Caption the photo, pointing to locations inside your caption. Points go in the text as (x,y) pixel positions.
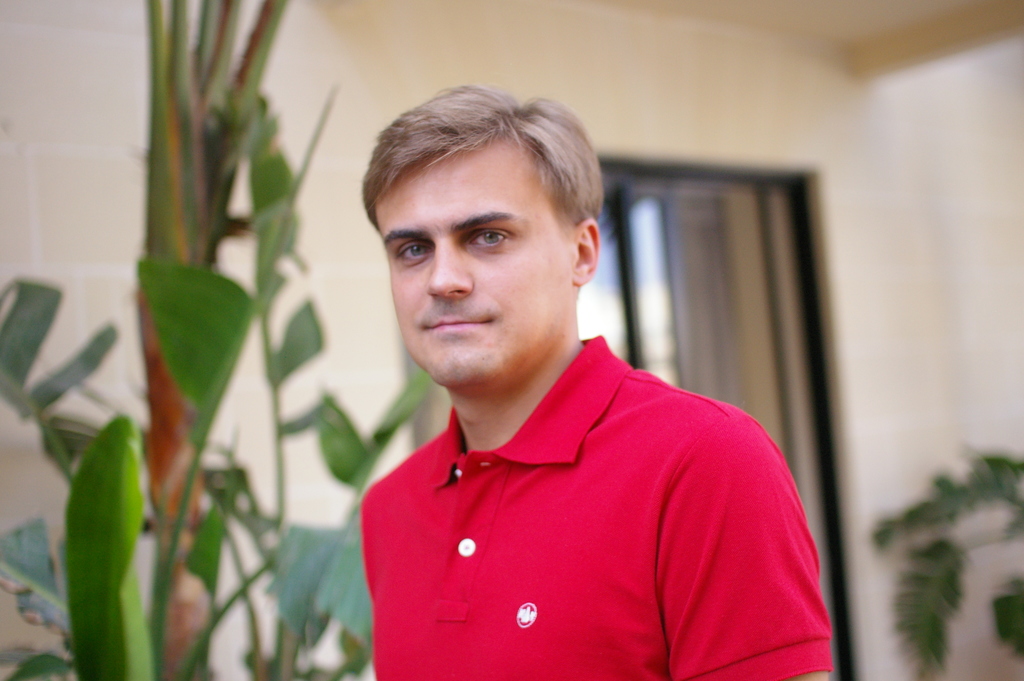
In this image, I can see the man (497,533) standing and smiling. He wore a red T-shirt (489,545). These look like the plants (244,497) with the leaves (925,525). In the background (614,245), I think this is a door (704,256). Here is the wall (404,53).
